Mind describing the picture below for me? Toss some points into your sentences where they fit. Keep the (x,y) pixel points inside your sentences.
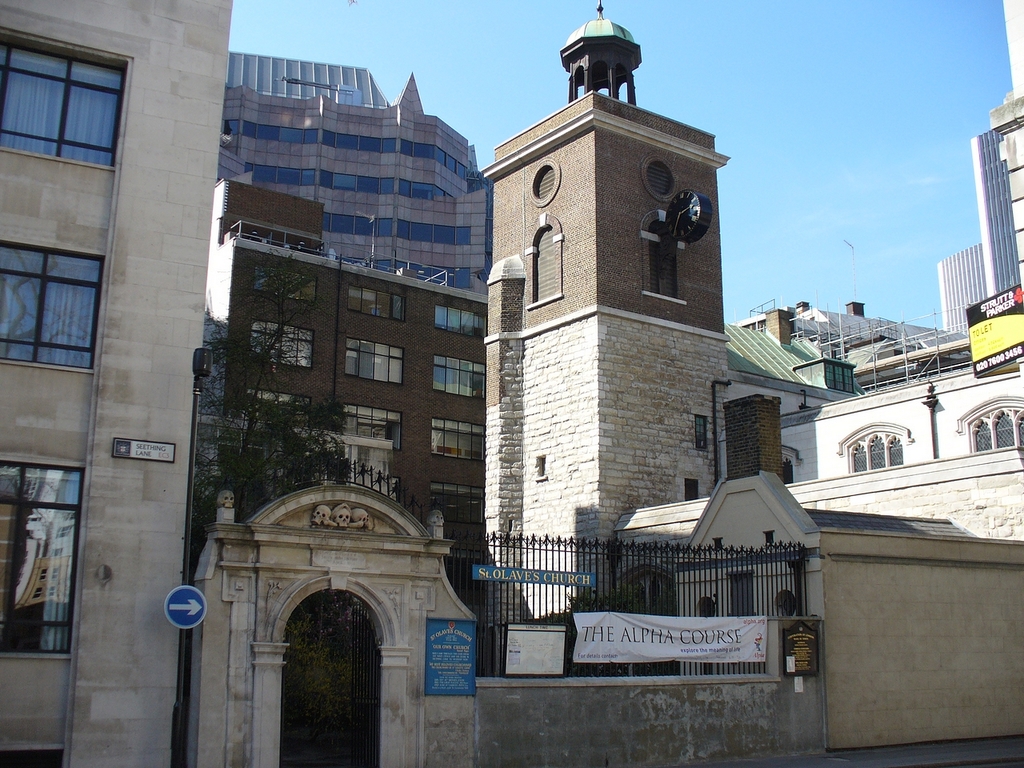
In the center of the image (549,300) we can see a clock tower (699,198). In the background of the image (966,284) we can see the buildings (477,347), trees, roofs (814,336), windows (453,372), rods (814,336). At the bottom of the image (479,738) we can see the grilles (697,563), banner (659,630), boards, wall (937,619), arch (422,620), poles (190,490), sign board (188,589). At the top of the image (768,112) we can see the sky (891,52).
